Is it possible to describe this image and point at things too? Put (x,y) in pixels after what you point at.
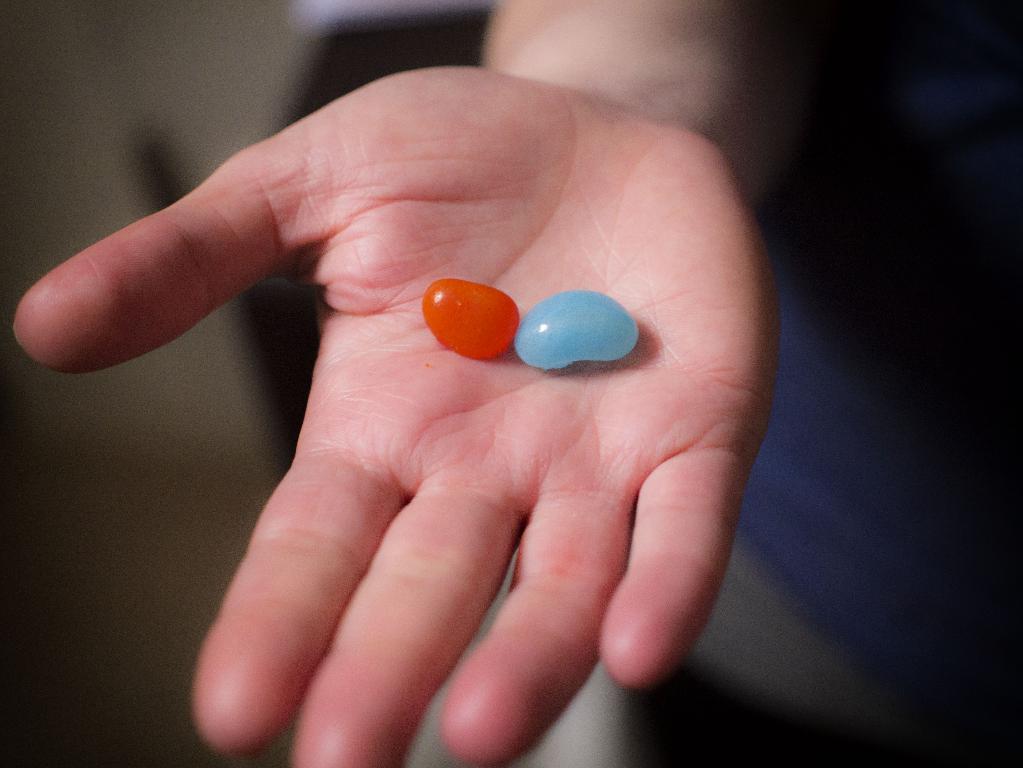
This is a zoomed in picture. In the center (626,408) we can see the hand (453,115) of a person (486,475) holding some objects (523,331). The background of the image (346,47) is blurry and we can see some items (354,18) in the background (279,369).
